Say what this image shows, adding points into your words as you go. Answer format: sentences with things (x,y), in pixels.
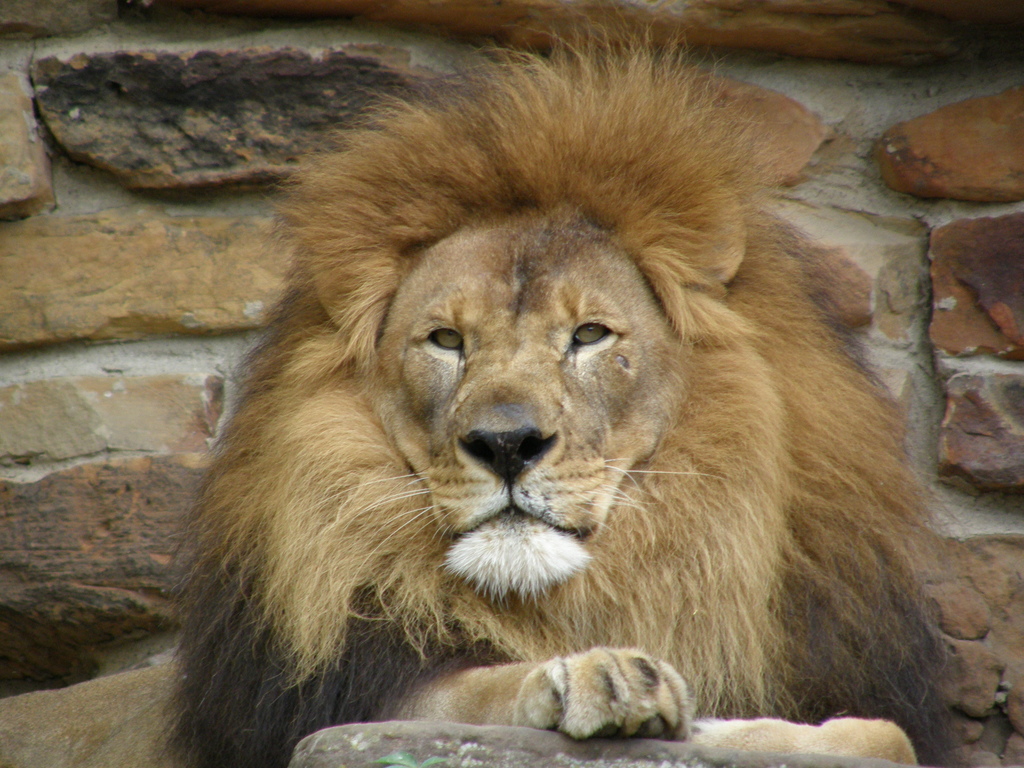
In this picture we can see a lion (578,665). There is a brick wall (933,564) in the background (882,159).
